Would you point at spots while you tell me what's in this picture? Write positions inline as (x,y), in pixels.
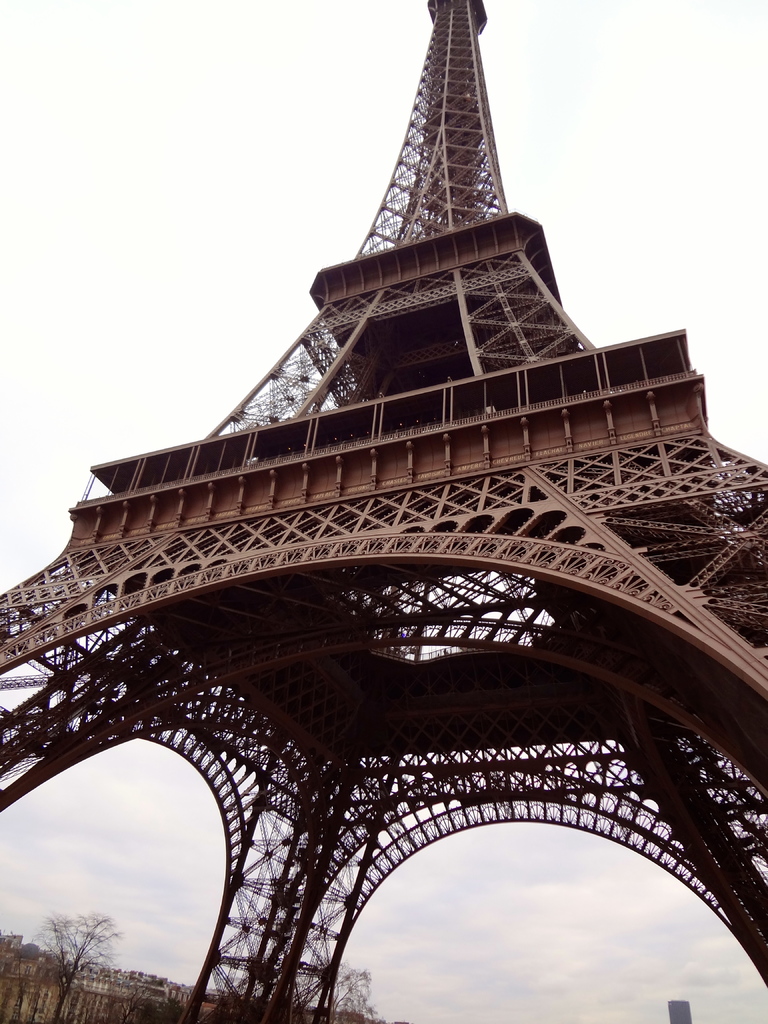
In this image, I can see an Eiffel Tower (281,650). At the bottom of the image (162,1004), there are trees (373,1006). In the background (383,1007), I can see the sky (383,190).
